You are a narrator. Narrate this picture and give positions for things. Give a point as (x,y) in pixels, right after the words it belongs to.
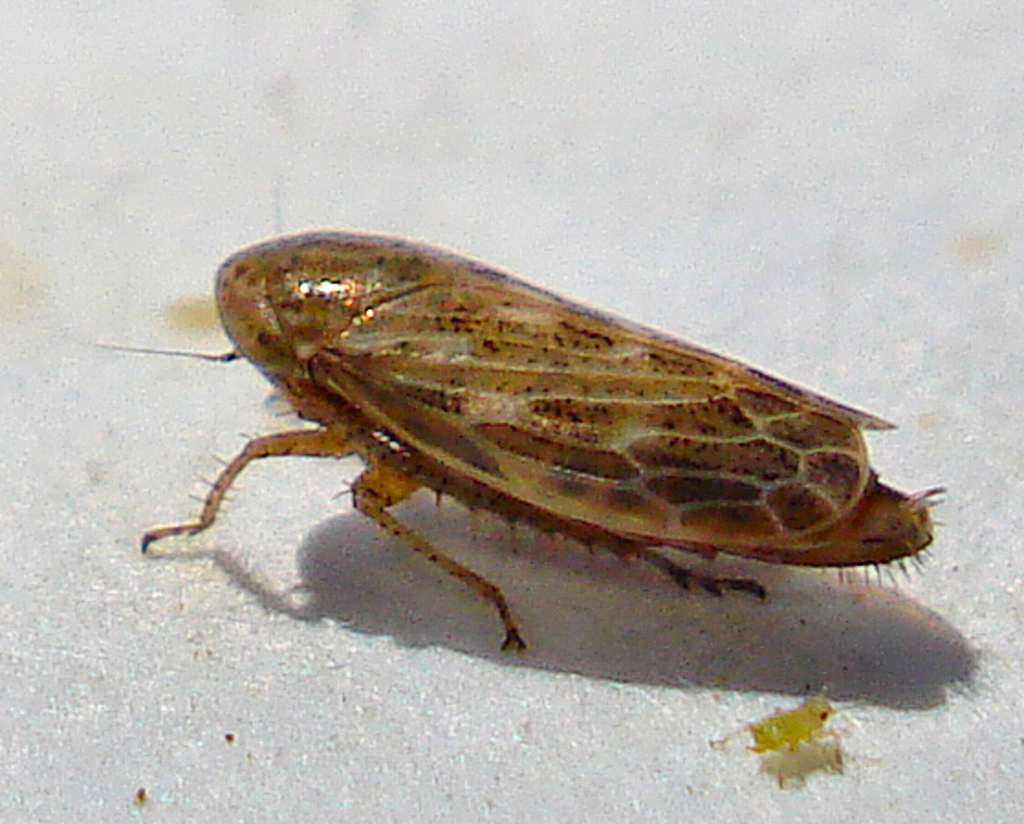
In this picture we observe a brown insect (452,483) and a small yellow insect (795,743) beside it.
